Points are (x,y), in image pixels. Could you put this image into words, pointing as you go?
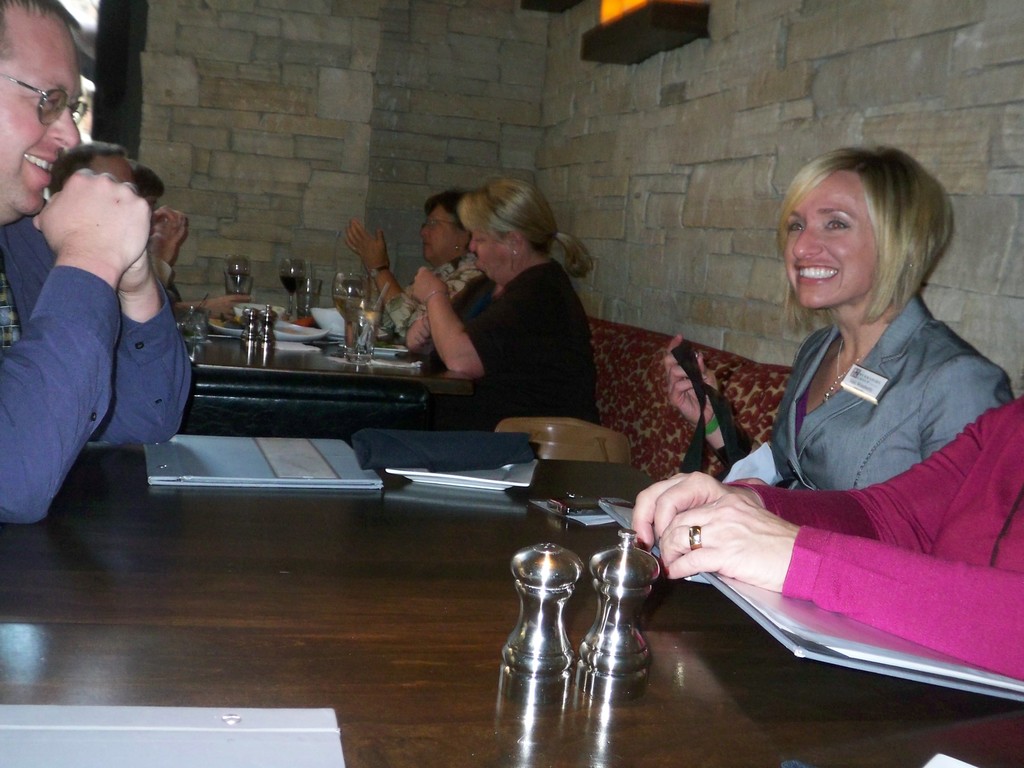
In this image we can see a few people (424,335) sitting on the couches (343,406), there are tables (335,558) in front of them, on those tables (294,514), there are jars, glasses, papers (318,450), files (281,466), also we can see an object (661,39) on the wall (552,46).
